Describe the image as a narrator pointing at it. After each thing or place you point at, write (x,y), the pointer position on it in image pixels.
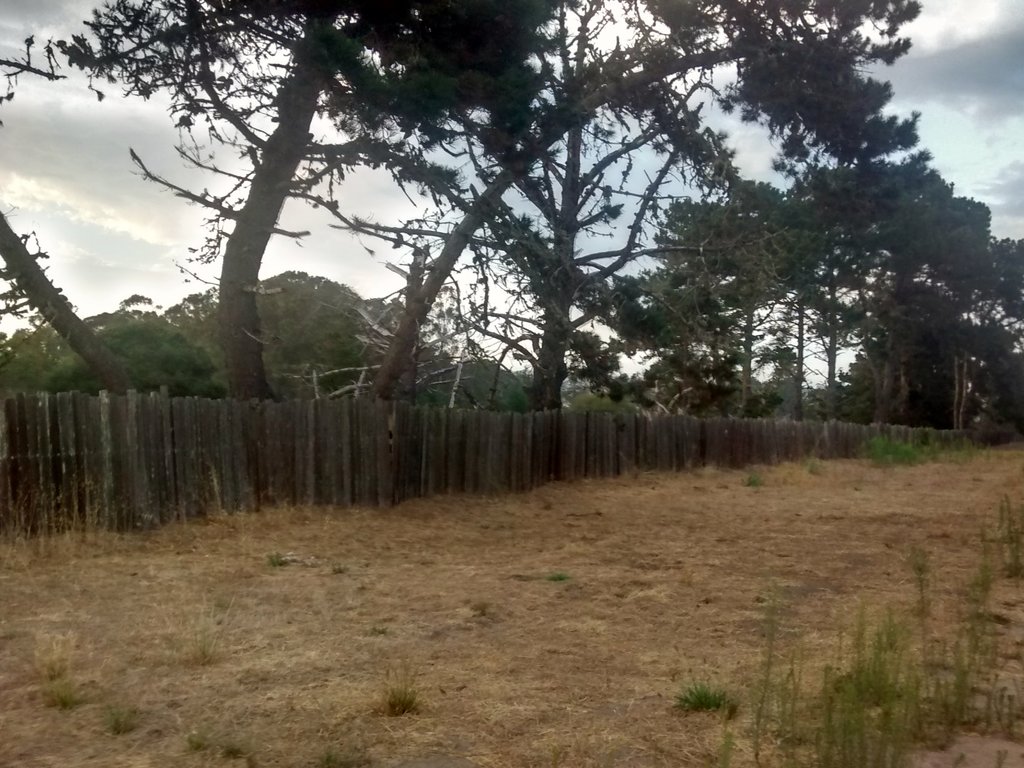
At the bottom of the picture (467,630), we see grass (343,660). Beside that, we see a wooden fence (425,428). There are trees (463,349) in the background (430,309). At the top of the picture (15,173), we see the sky (125,154).
